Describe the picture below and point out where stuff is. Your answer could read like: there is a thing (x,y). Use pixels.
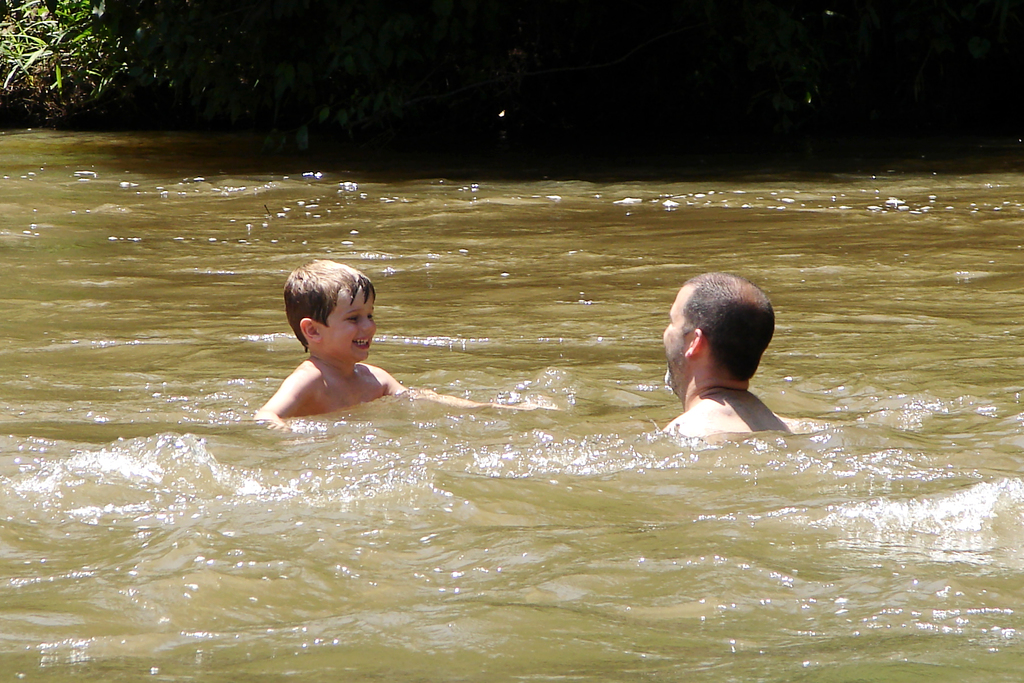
In this image, I can see two persons (537,405) in the water (505,424). At the top of the image (236,76), I can see the plants (223,78).
